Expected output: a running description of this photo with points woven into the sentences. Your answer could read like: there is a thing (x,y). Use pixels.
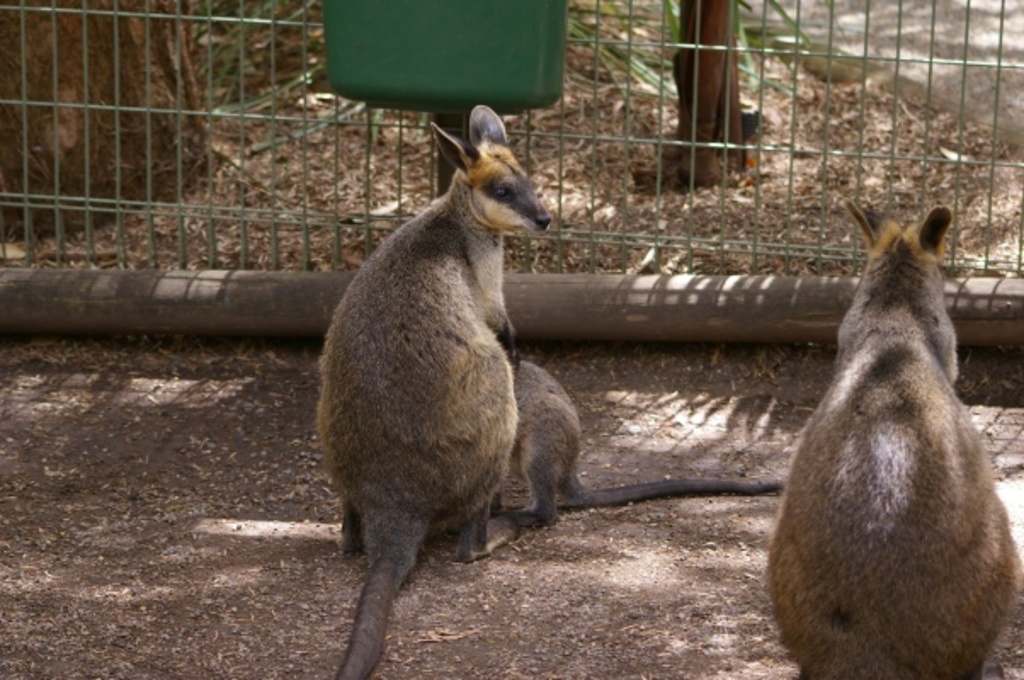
In this image we can see animals (935,477). In the background (173,242) there is a fence (180,253).
